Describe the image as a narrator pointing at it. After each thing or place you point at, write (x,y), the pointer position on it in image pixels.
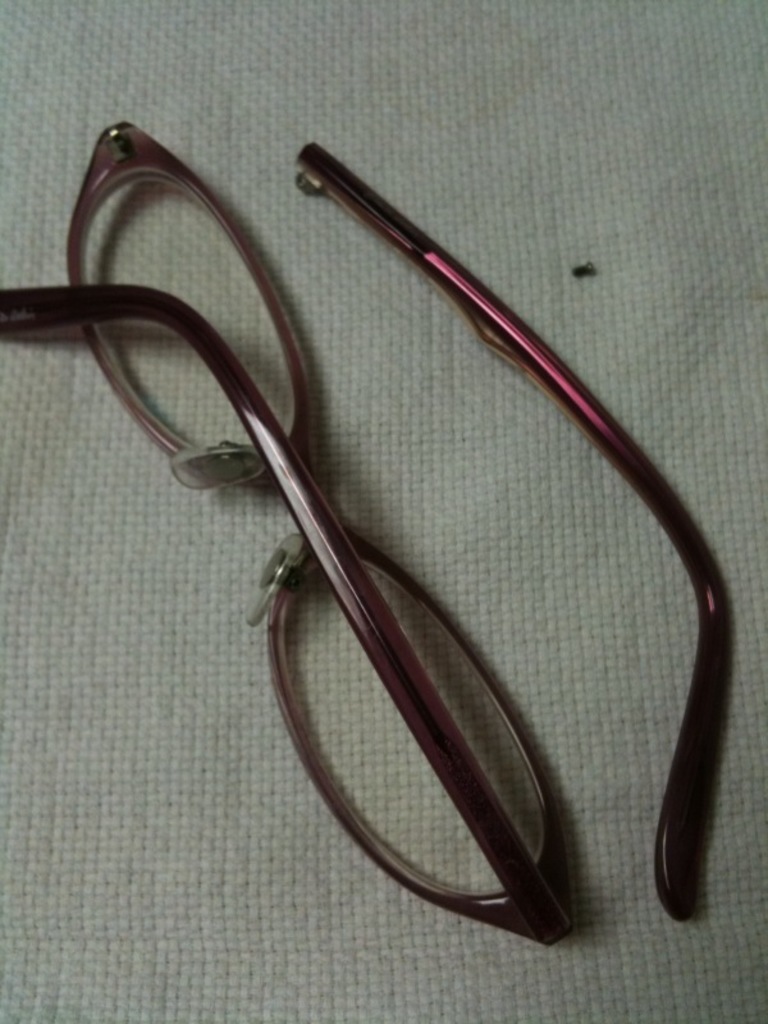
In this image we can see a broken specs (446,760) with a leg (524,347) on a white cloth (624,878).
